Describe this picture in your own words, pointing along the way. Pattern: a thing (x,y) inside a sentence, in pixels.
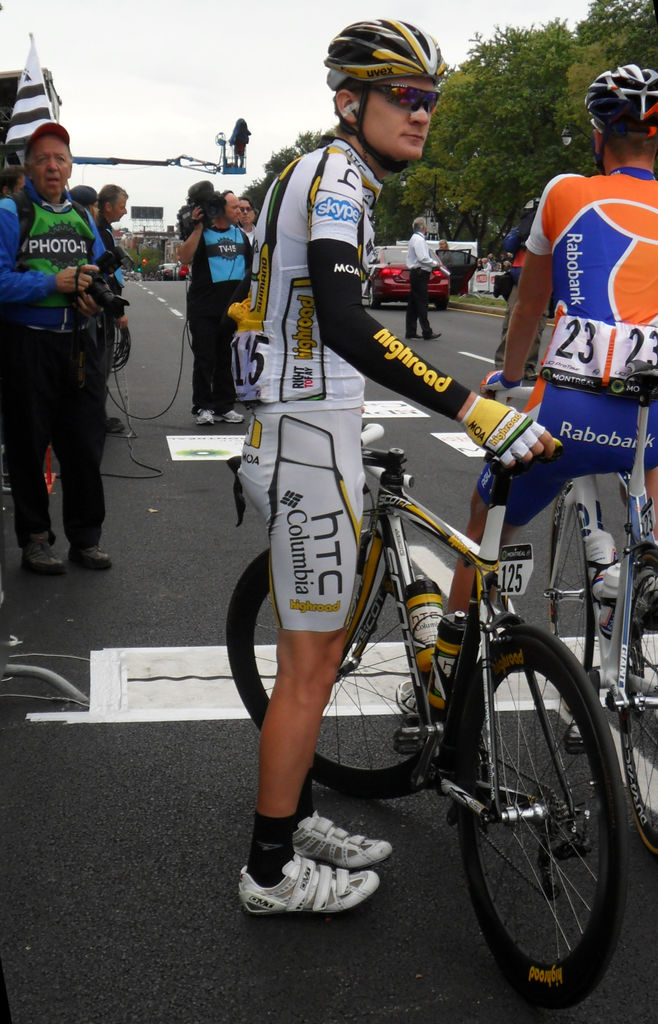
In this image i can two men (273,314) wearing helmet (408,55) and glasses (407,110) on the road (171,753). This man (306,436) is holding a bicycle (495,502) and the other man (596,340) is sitting on the bicycle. There are other vehicles (406,274) on the road (205,490). Here we have a man (212,242) holding a camera (92,290) and standing on the road (135,489). Here we have trees (523,143) and an open sky (177,137).
